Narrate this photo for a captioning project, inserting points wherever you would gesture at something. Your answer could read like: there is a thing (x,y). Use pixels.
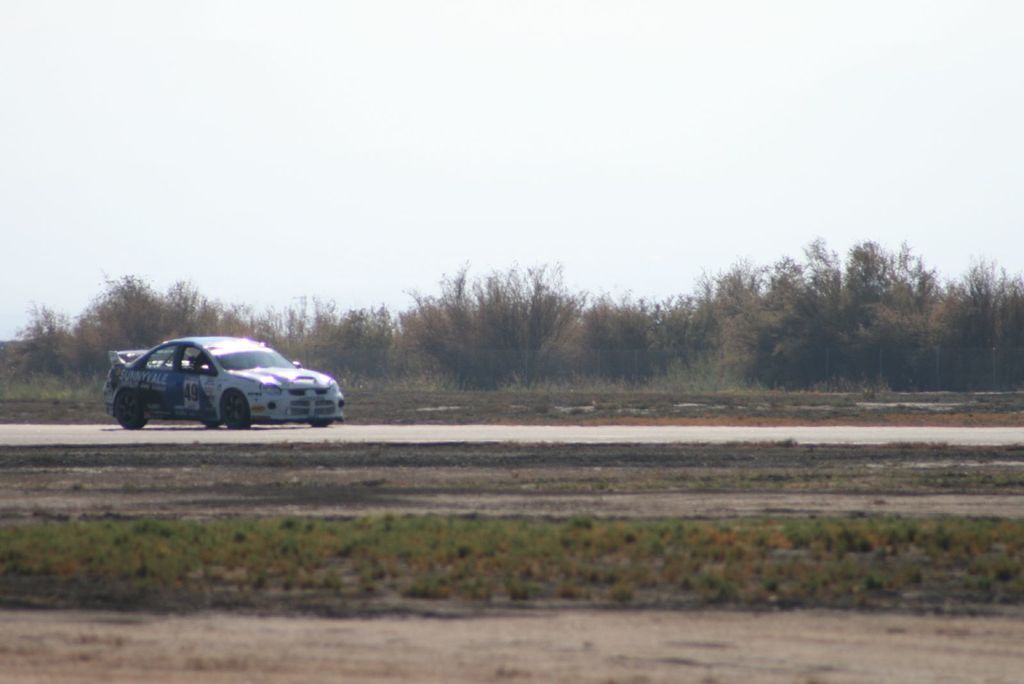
In the picture there is a vehicle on the road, beside there are trees (721,306), there is a clear sky (608,93).
